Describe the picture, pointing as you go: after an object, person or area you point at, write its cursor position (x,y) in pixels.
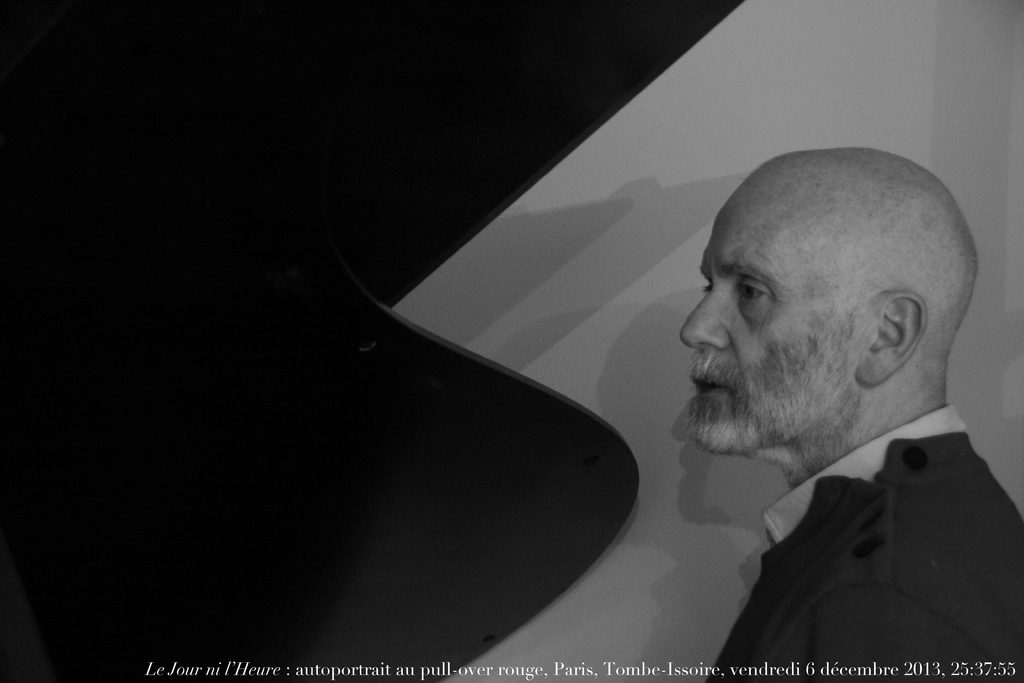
This is a black and white image. In the image we can see a man (870,517) wearing clothes (827,540). At the bottom (452,670) we can see the watermark (610,670).
